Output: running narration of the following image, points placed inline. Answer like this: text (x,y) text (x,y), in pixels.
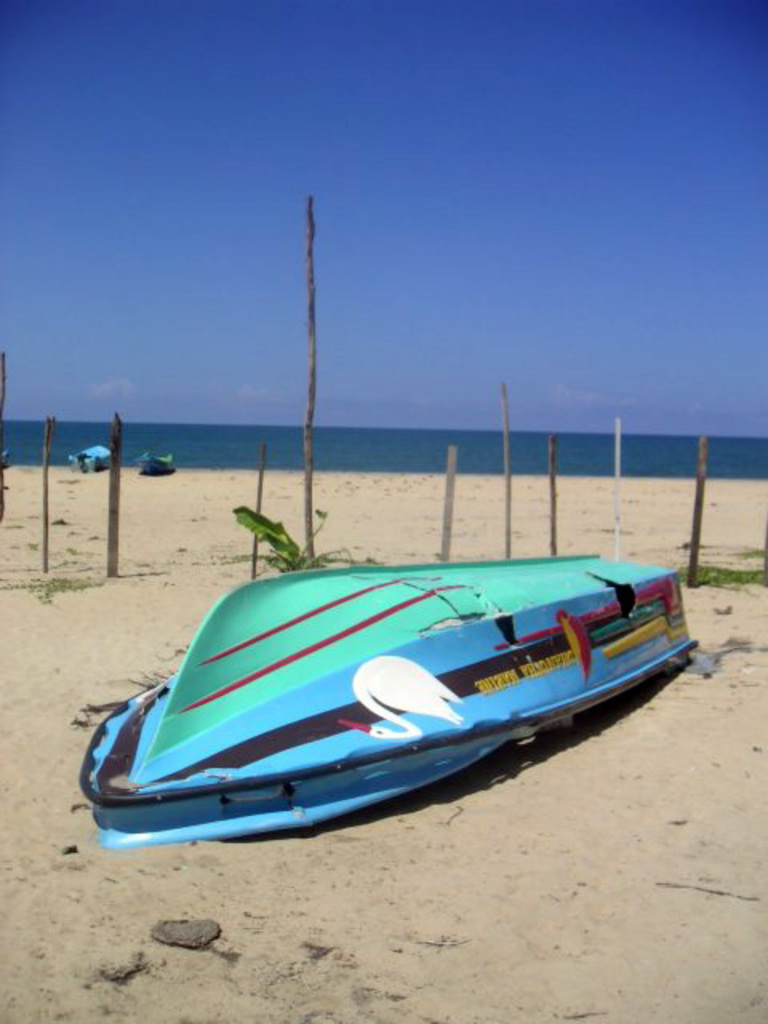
In this picture I can see few boats (319,657) on the ground (168,667) and I can see water (318,444) and a blue cloudy sky (460,182).
